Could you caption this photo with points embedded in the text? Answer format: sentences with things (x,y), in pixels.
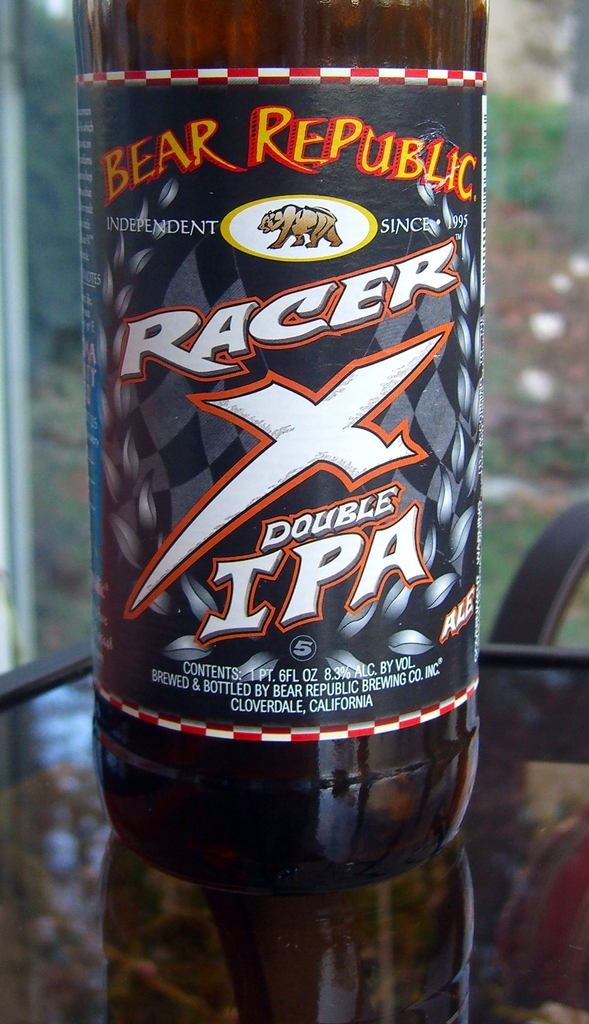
In the foreground of this picture (197,15) there is a glass bottle (317,73) placed on the top of the table (82,852) and we can see the text (343,460), numbers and the depiction of an animal (308,220) on the paper (219,100) which is attached to the bottle (348,722). In the background (535,111) we can see some objects (542,639).
